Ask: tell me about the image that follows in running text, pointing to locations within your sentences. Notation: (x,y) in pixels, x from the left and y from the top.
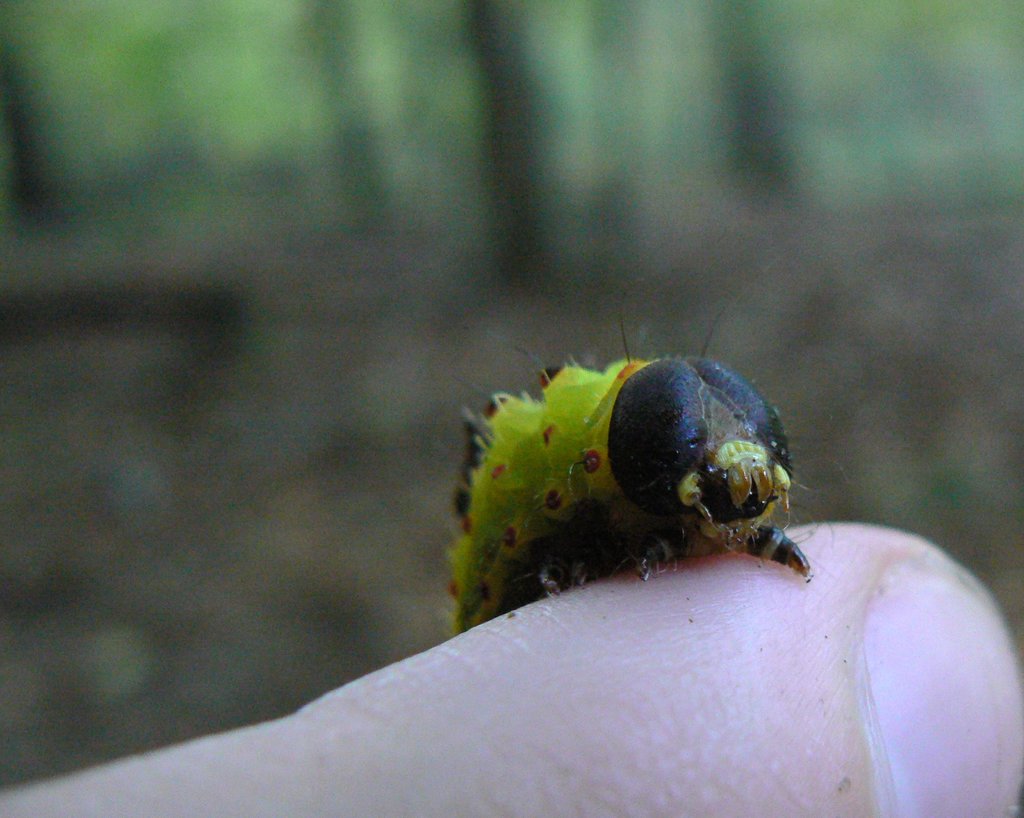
There is a black and green caterpillar (527,516) on the finger (722,710). In the background (471,317) it is blurred.
